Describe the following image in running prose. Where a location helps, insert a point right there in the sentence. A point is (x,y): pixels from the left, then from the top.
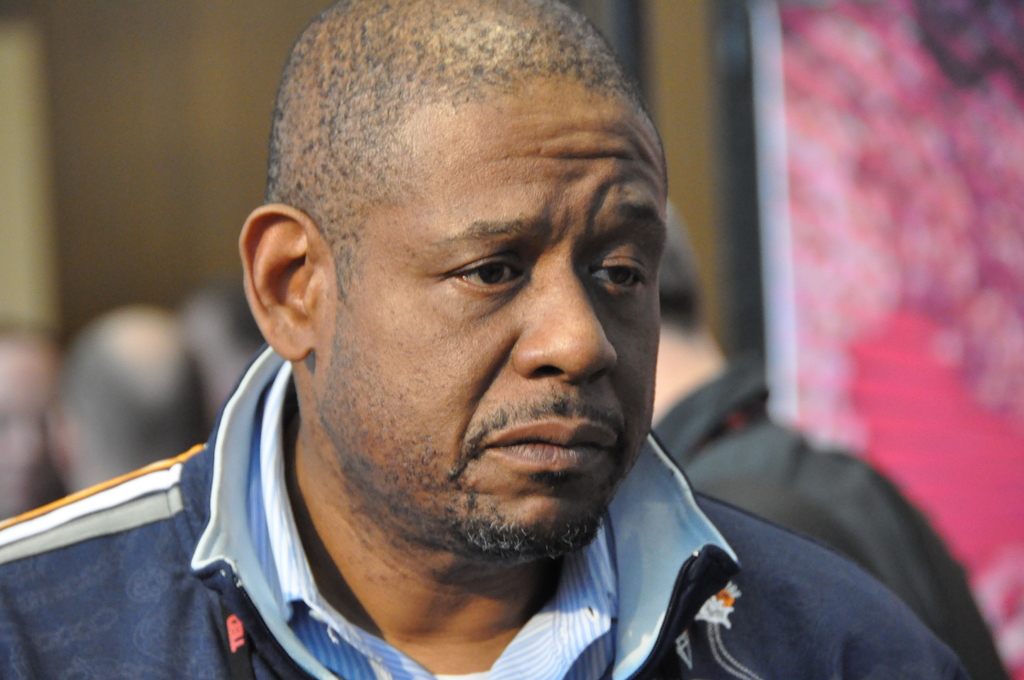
In this image there is a person (603,365) in the foreground (531,471), in the background (38,147) there are few peoples (137,333) visible and the wall (708,113), on the right side (971,490) it might be a colorful wall (847,341).
